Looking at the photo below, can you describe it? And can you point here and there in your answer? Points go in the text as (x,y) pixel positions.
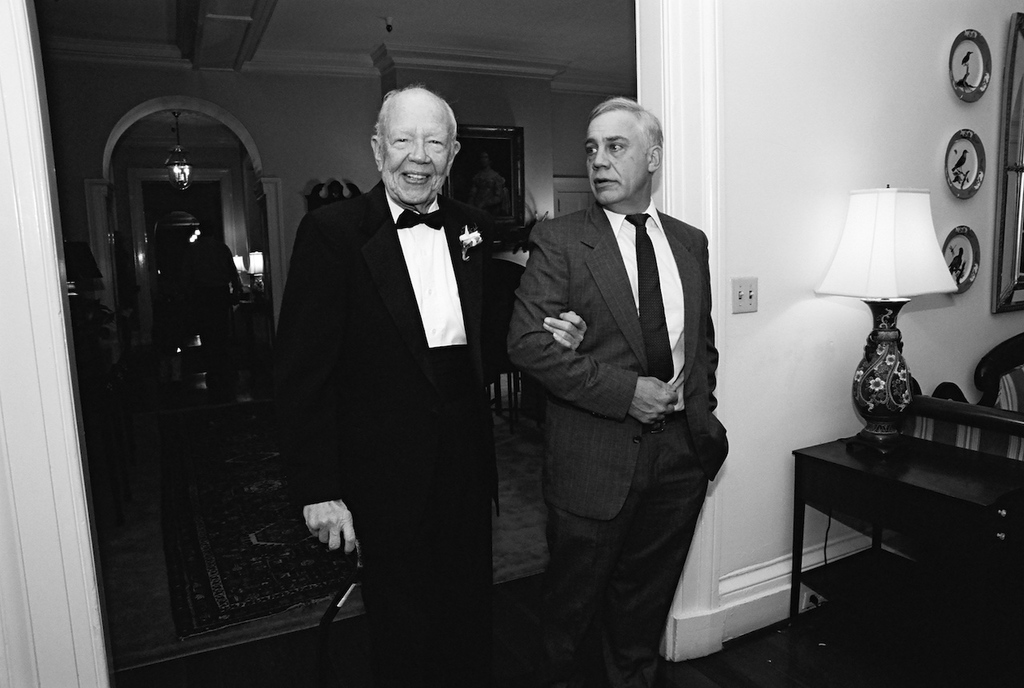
In this image we can see black and white picture of two persons (424,298) standing. One person (382,339) is holding a stick (361,551) in his hand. On the right side of the image (878,368) we can see a frame (1018,305), some plates (966,149) and a lamp (902,281) on the table (912,451). In the background (508,172), we can see a person (209,265), some lights (240,257), photo frame (520,182) on the wall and the roof (356,24).
